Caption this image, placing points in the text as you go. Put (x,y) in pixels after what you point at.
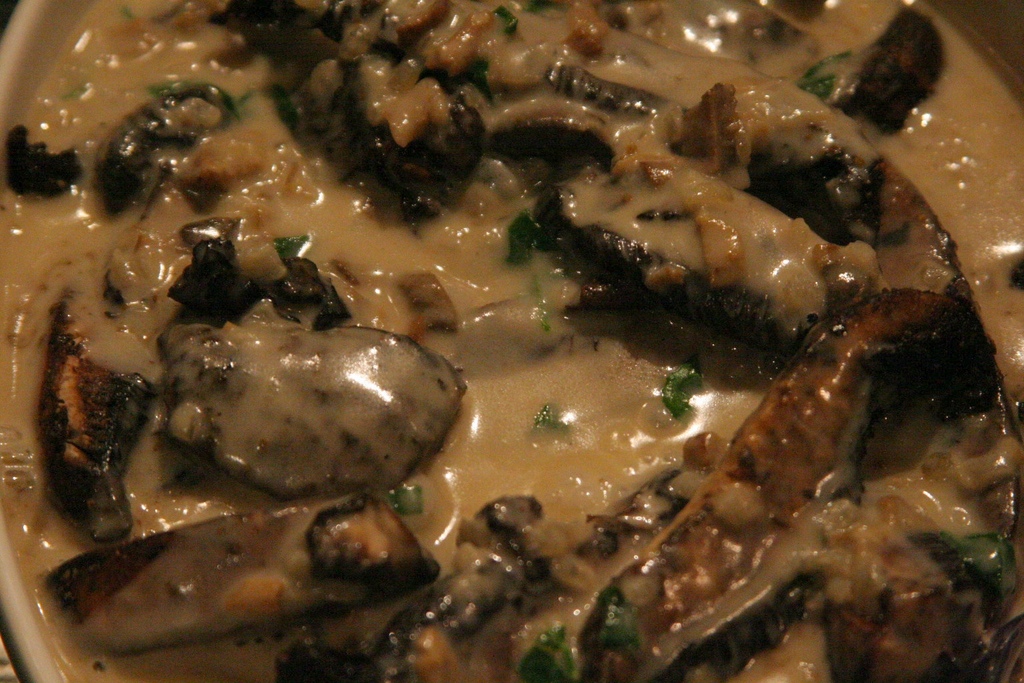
In this picture I can see there is some food (287,257) in the bowl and there are some herbs (559,422) in the sauce (537,308).
